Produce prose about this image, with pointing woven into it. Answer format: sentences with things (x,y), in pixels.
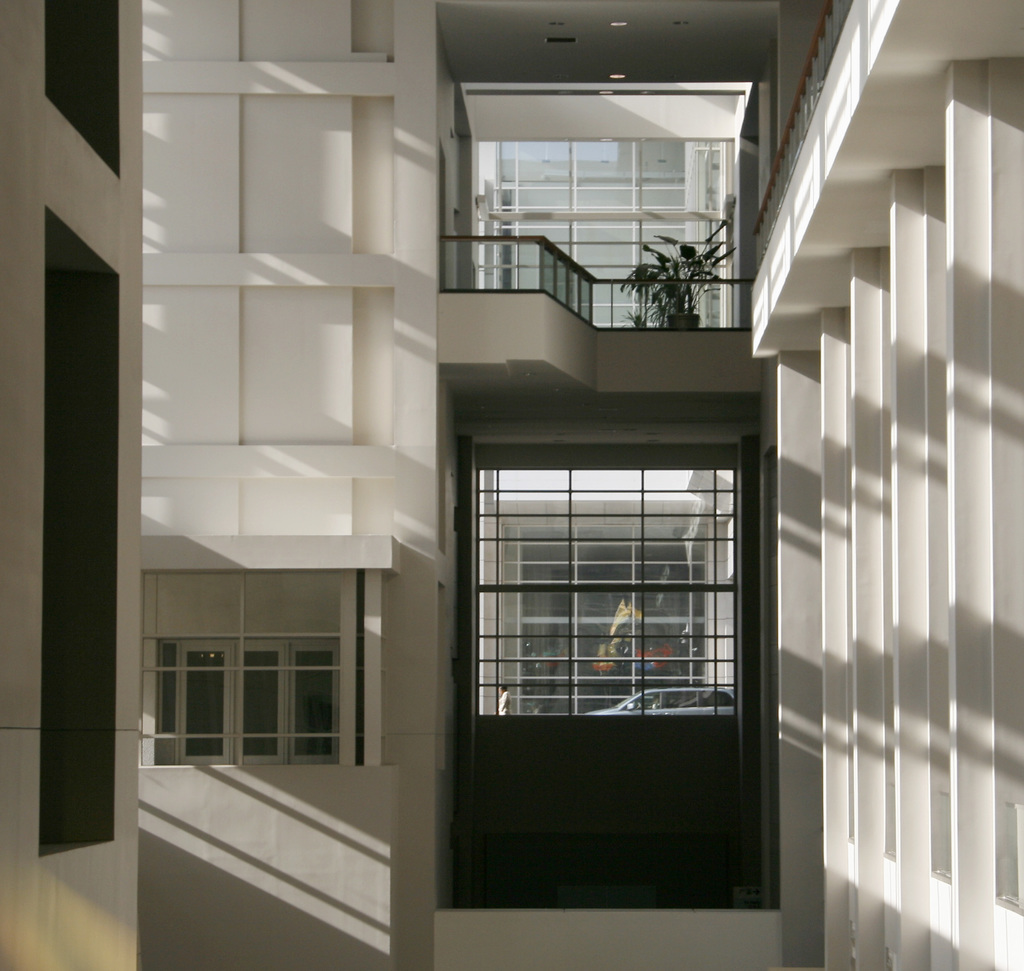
In the foreground of this image (412,773), there are walls (375,373) of a building (958,438) and we can also see glass windows (619,612), railing (624,300) and a plant (647,300).
